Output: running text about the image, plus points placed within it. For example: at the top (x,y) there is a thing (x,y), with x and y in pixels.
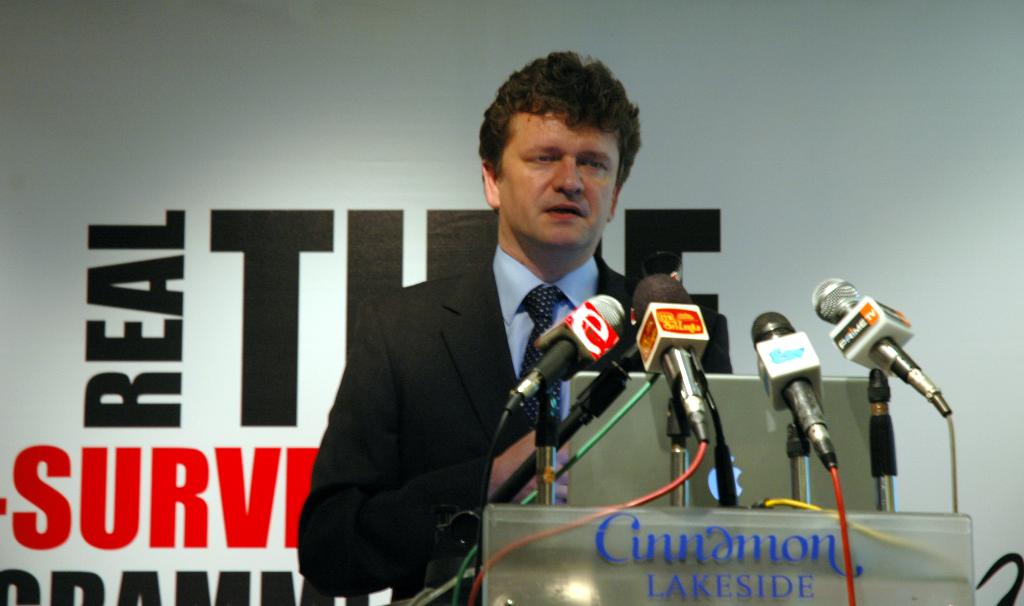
In this picture there is a man (488,287) standing, in front of him we can see laptop (717,403) and microphones (621,367) on the podium (625,515). In the background of the image (393,131) we can see hoarding (415,102).
